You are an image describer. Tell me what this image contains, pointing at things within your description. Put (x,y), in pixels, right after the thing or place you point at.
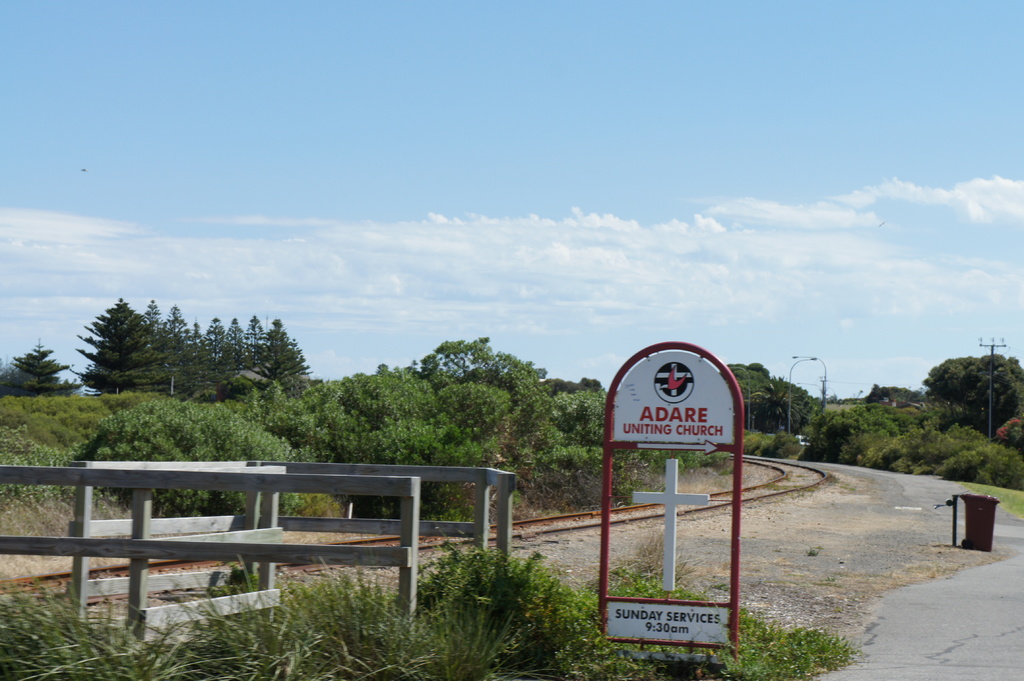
In the foreground of the picture (603,470) there are plants (564,635), shrubs (760,659), board (658,423), dustbin (977,524), soil (679,550), railing (273,517) and railway track (716,508). In the center of the picture (434,403) there are plants (126,405), trees (319,385), street lights (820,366), current pole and field (79,405). Sky (408,200) is sunny.
